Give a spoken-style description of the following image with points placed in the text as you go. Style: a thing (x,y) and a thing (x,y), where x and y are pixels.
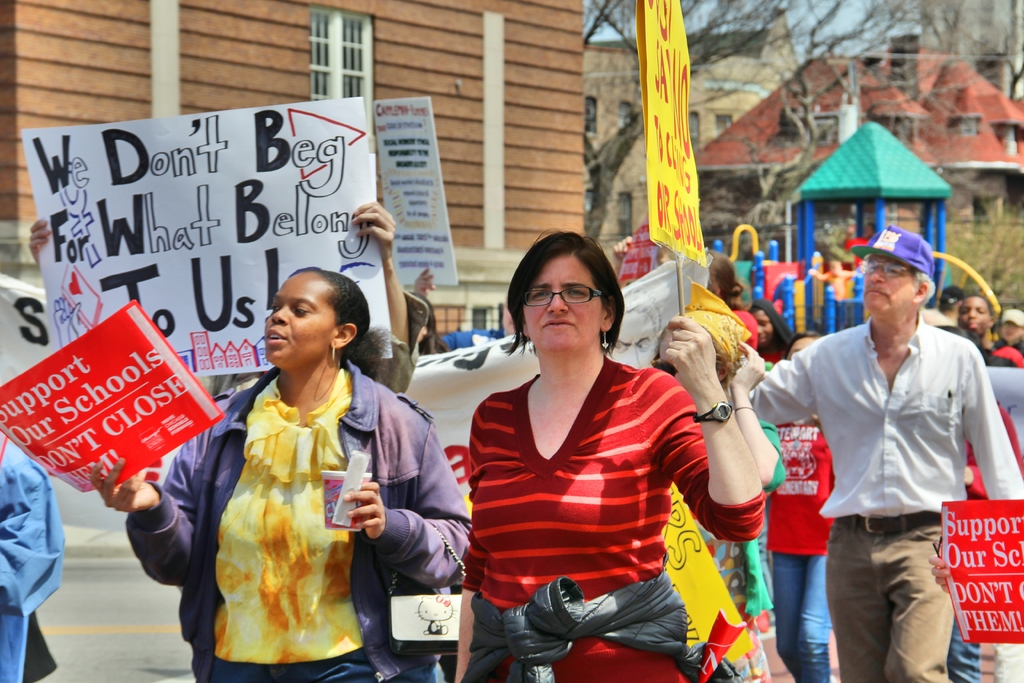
Front these people (278,548) are holding posters (398,169) and boards (692,249). This woman (253,536) wore jacket (162,563), holding poster (139,449), cup (330,524) and wore a bag (452,547). Background (962,251) we can see buildings (478,49), trees (812,96) and sky (860,13). Under this roof (837,172) there are blue poles (943,244).
